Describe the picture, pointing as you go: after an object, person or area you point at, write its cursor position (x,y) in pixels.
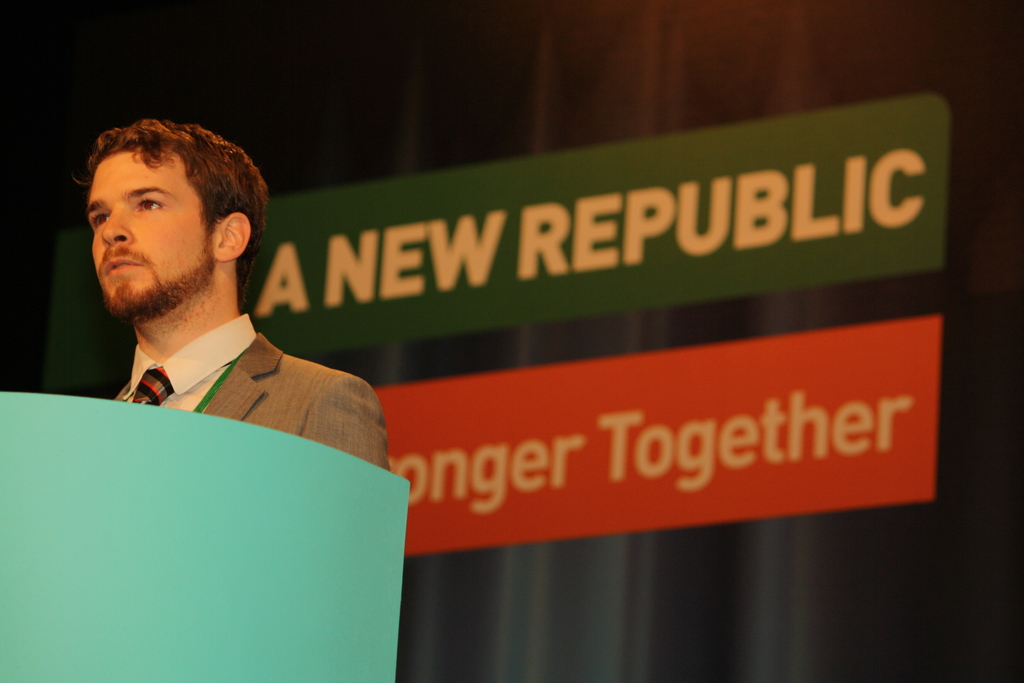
There is a man (226,317), in front of him we can see green object (150,589). In the background (577,359) we can see boards (668,254) and it is dark.
